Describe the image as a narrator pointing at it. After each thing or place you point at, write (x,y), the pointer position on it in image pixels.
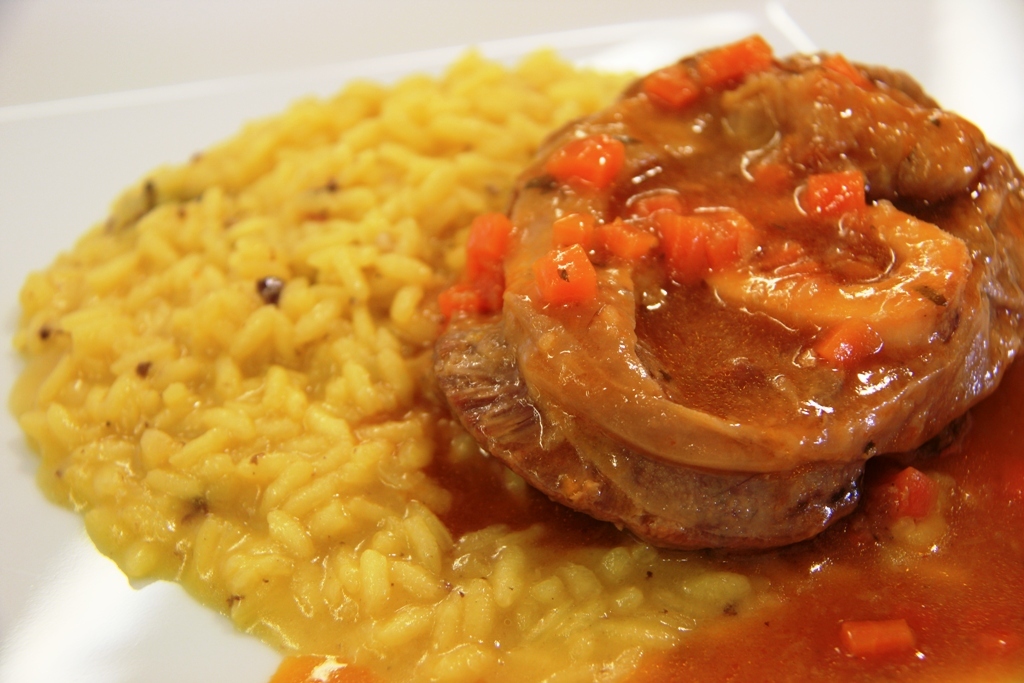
In this image, we can see some food item (194,547) placed on the surface (56,626).
